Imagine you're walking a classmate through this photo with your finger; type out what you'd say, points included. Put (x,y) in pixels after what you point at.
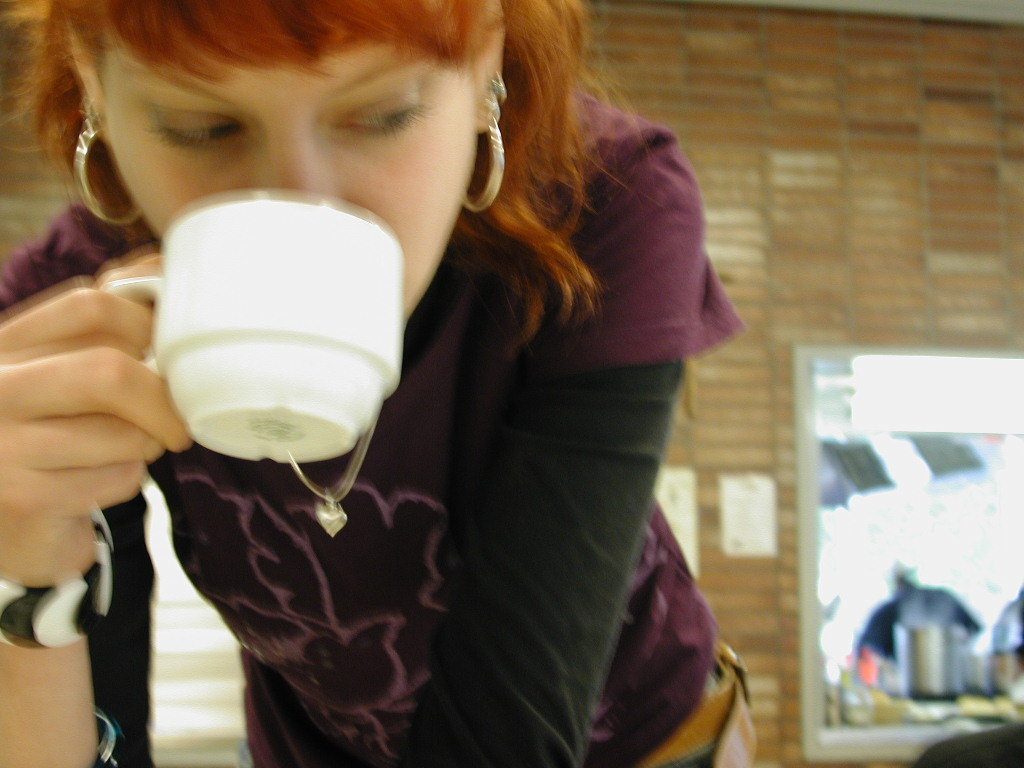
In this image, at the left side (340,728) we can see a woman (480,210) holding a white color cup (243,393) and she is drinking something, in the background (752,456) there is a brick wall (794,104).
